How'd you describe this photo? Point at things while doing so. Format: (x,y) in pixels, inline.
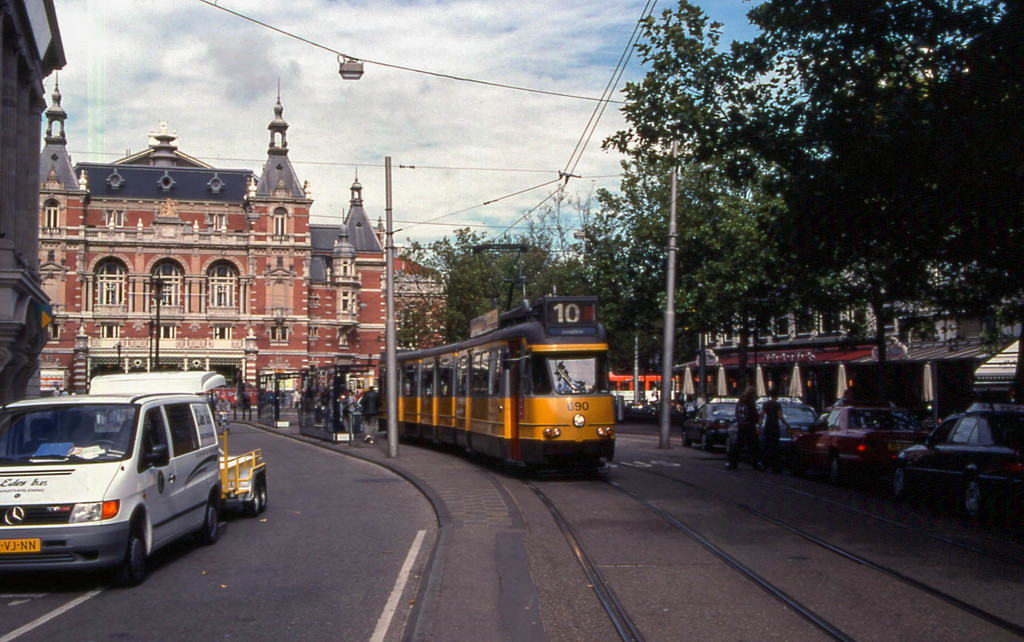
In this image we can see the buildings (272,294), one light (342,55) attached to the wire (601,100), some current poles (636,375) with current wires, some cars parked in front of the buildings (251,290), some light poles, some trees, some people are walking, some objects (342,432) are on the surface (301,502), one train (605,406) on the railway track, some umbrellas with poles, some vehicles (131,383) on the road (363,588) and at the top (333,41) there is the sky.
